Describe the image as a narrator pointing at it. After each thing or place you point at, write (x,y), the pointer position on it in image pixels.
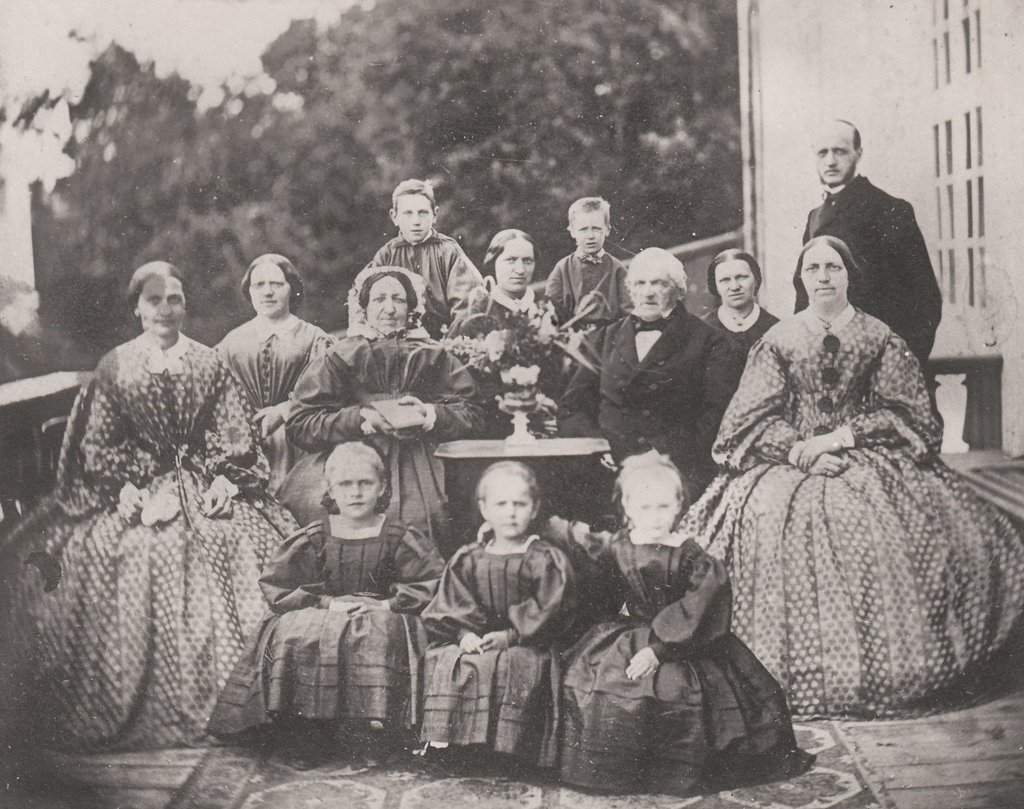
In this image we can see group of persons (435,433) sitting and posing for a photograph, at the middle of the image (545,309) there is flower vase (506,410) on the table (567,442) and at the background of the image (459,75) there are some trees (595,117) and building (819,80).
